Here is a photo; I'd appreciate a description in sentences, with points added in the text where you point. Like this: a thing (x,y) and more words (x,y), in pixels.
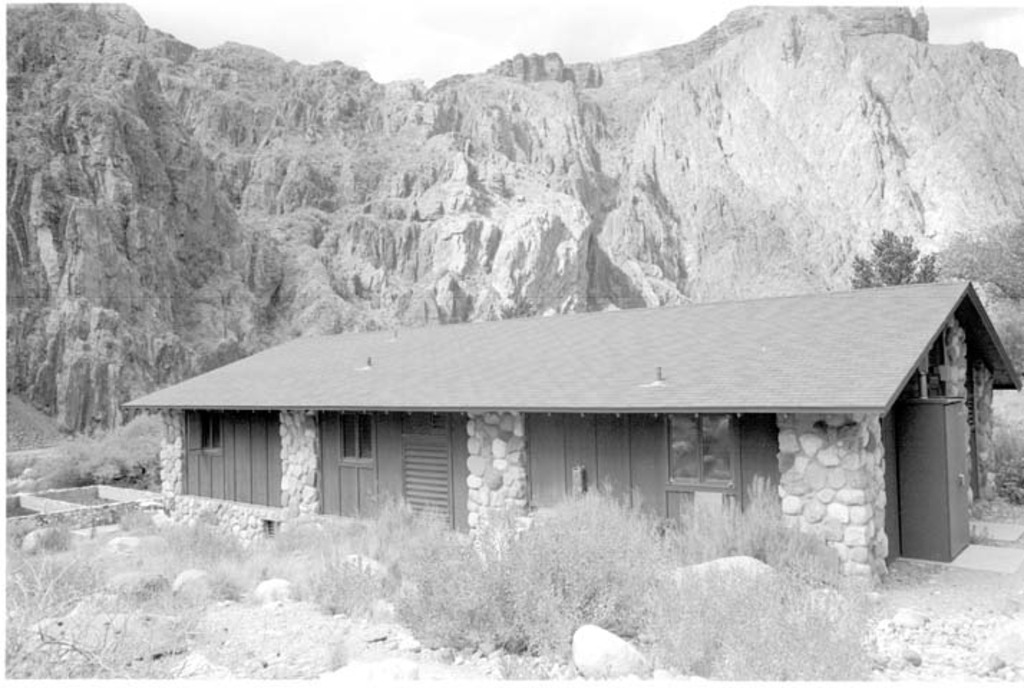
In this image in the front (556,610) there are stones (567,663) and there is grass (501,596). In the center (361,425) there is a cottage (681,463). In the background (324,228) there is a mountain (454,140).
